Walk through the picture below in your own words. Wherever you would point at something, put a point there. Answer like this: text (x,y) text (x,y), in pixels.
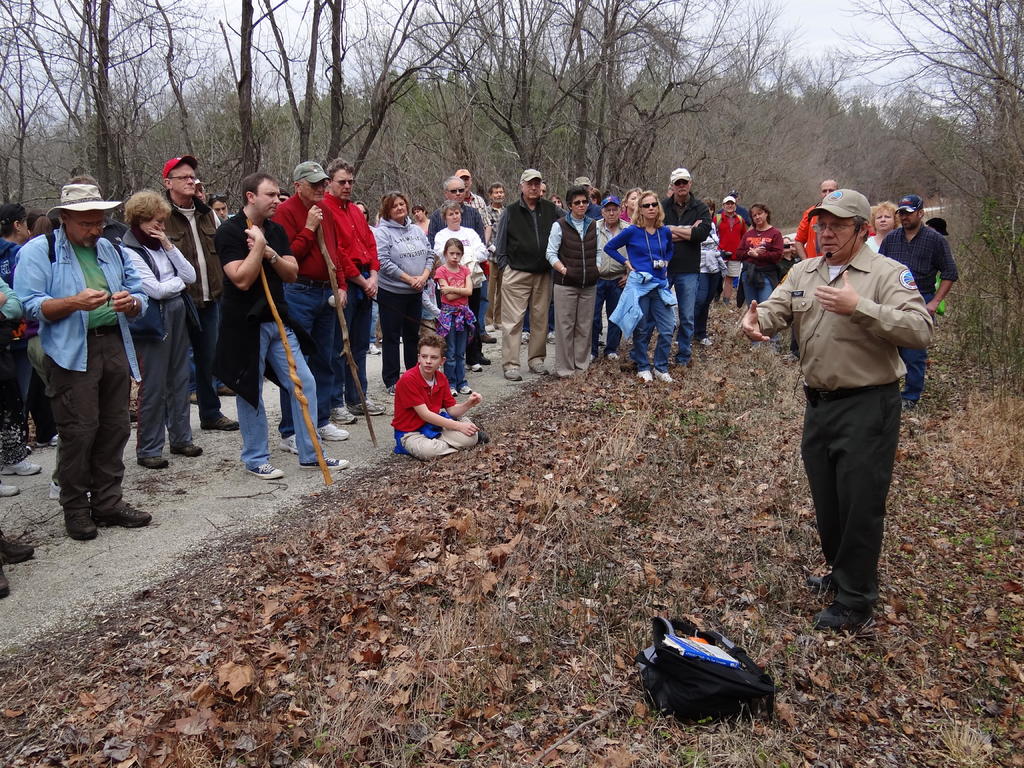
In this image there is dry grass (640,763) at the bottom (734,761). There are people (879,528) in the foreground (876,545). There are trees (1023,5) in right corner (971,131) and background (921,133). And there is a sky (925,24) at the top (692,33).
